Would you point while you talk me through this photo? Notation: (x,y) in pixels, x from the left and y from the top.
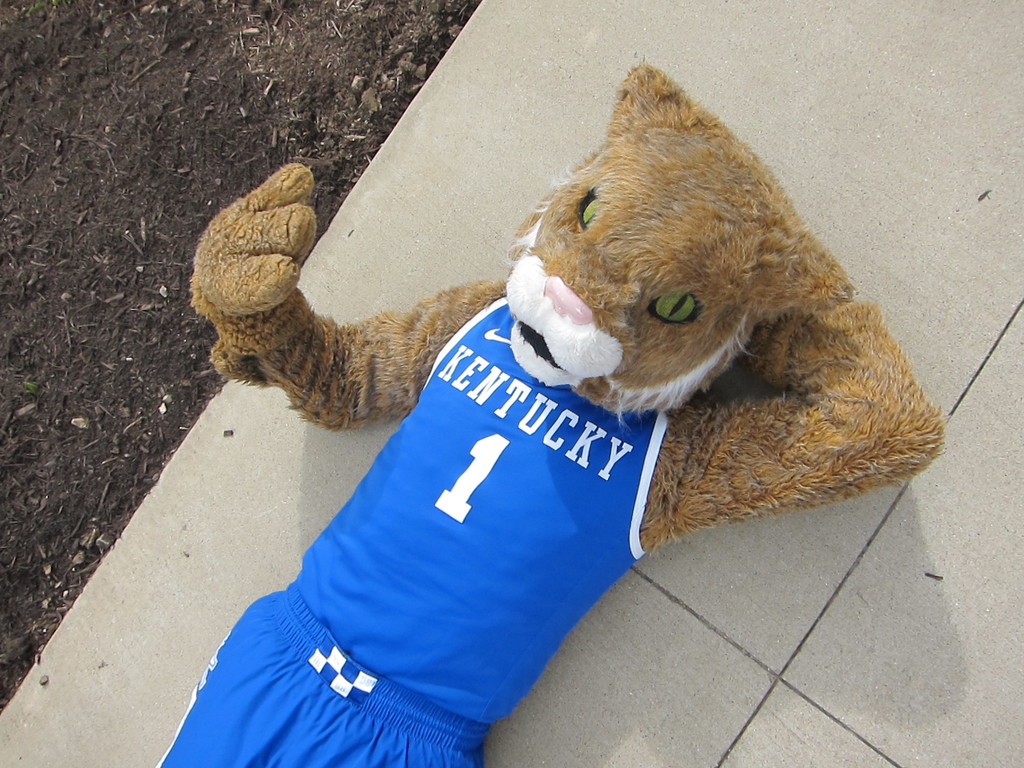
In this image we can see a toy (526,421). There is some text (475,472) printed on the T-shirt (489,481).
